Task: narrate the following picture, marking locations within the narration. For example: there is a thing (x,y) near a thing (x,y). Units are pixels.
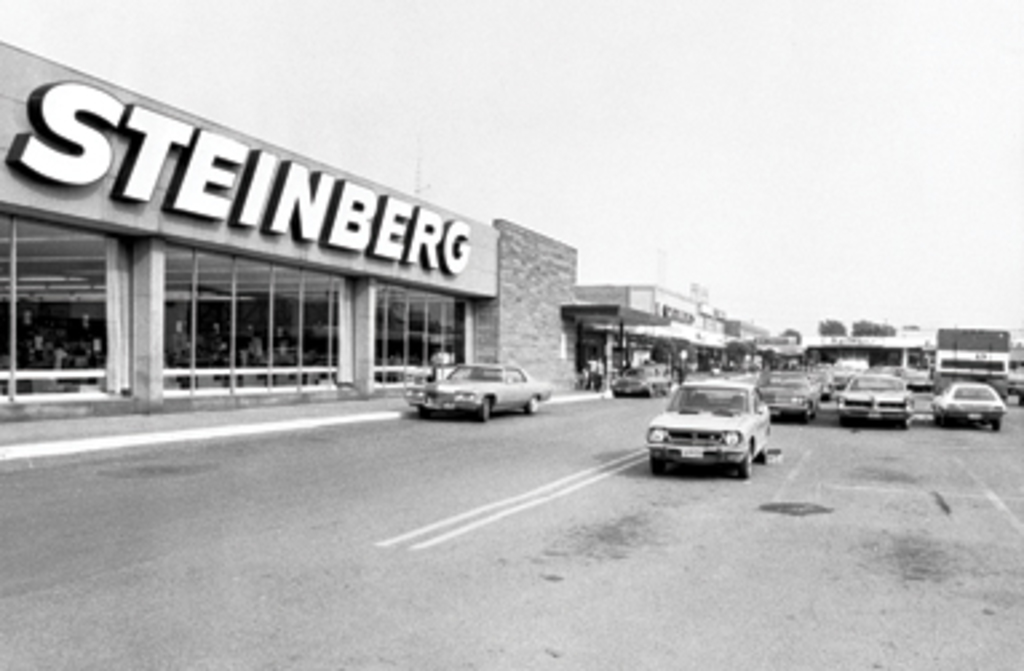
In this image I can see buildings (573,303) on the left hand side (174,303). I can see a road (612,594) on the right hand side (893,426) with some vehicles (751,434). I can see a board (455,226) on the building (94,194) with some text (413,215). At the top of the image (410,109) I can see the sky (878,103).
